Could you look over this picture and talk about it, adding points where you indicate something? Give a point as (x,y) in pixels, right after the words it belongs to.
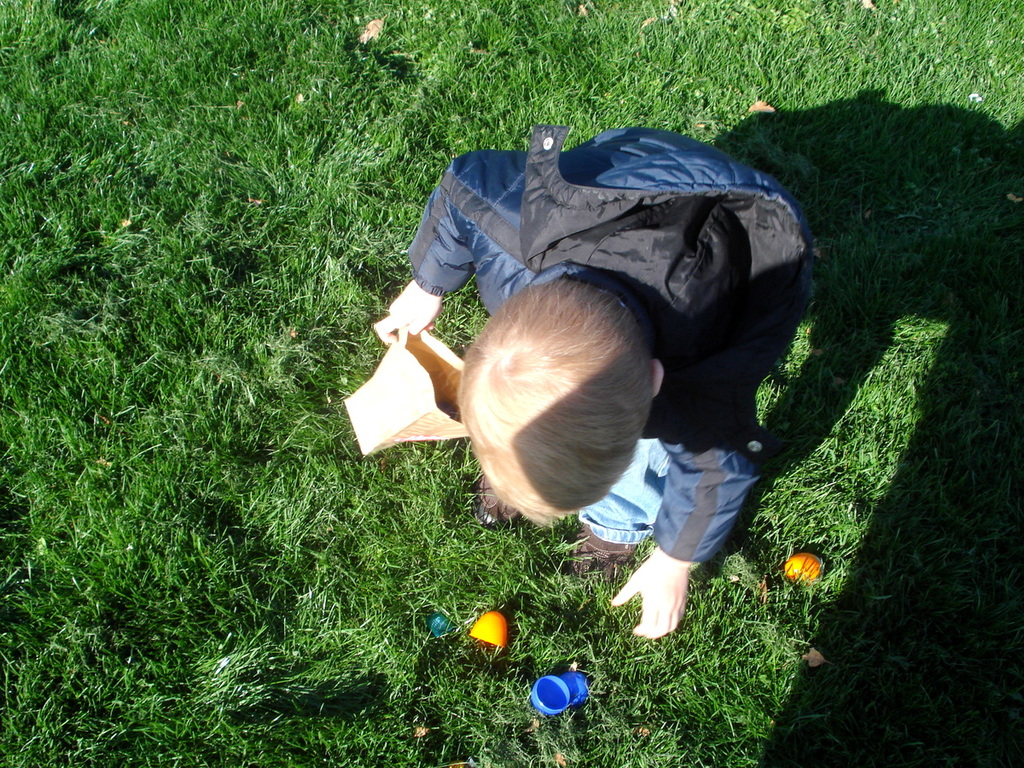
In the center of the image (618,268) there is a boy (565,359) holding a paper basket (455,410) in his hand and the background (228,451) is full of grass (308,623). Image also consists of two orange color objects (802,574) and a blue color object (555,689).
